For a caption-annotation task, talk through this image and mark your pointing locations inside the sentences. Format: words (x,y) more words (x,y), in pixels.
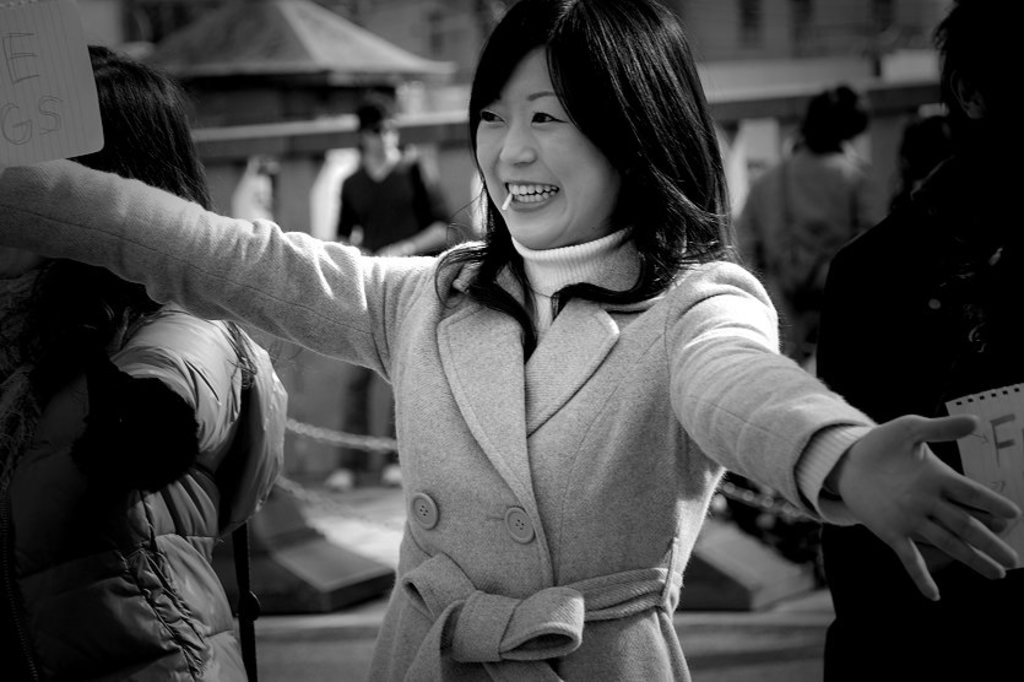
It is a black and white image, there is a woman (461,538) she is very happy and stretching her arms (341,284) to give a hug and there are some other people (360,202) around the woman (616,342), beside her there is another person (125,420) she is wearing a jacket (126,611) and the background of the woman (497,170) is blur.
